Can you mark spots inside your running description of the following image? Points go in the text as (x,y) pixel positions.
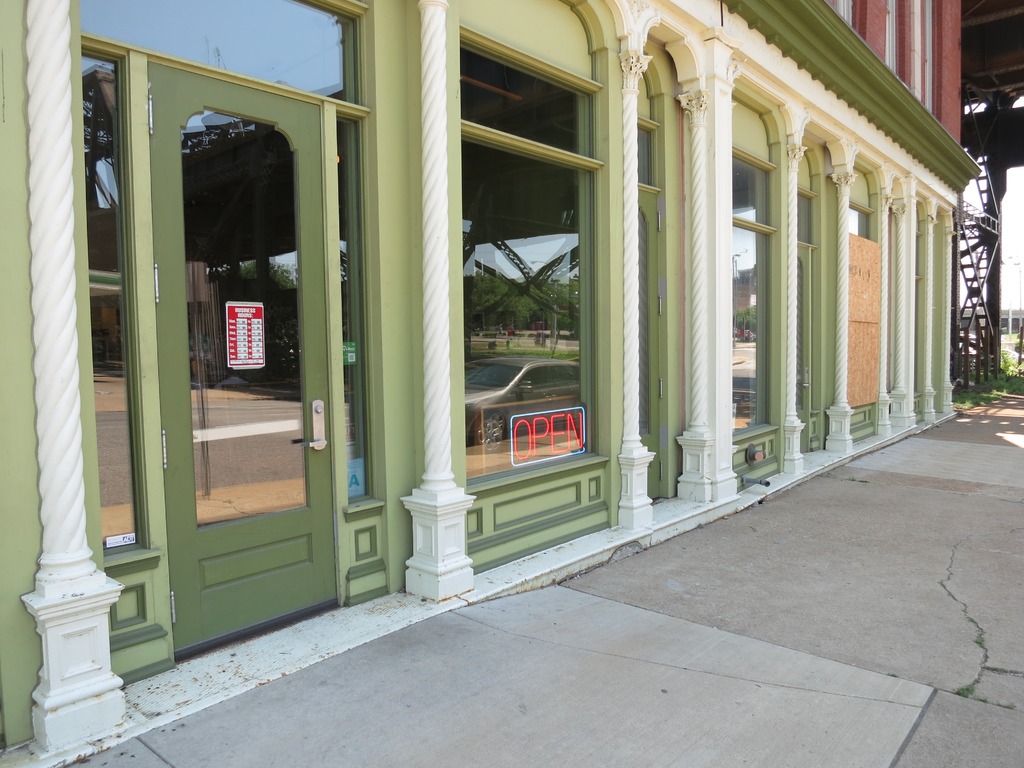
In this picture I can see building (376,274) and glass doors (799,324) and I can see reflection (562,268) of trees (281,354), car (500,398) and another building (189,333) on the glasses (227,195) and I can see couple of poles (63,653).
